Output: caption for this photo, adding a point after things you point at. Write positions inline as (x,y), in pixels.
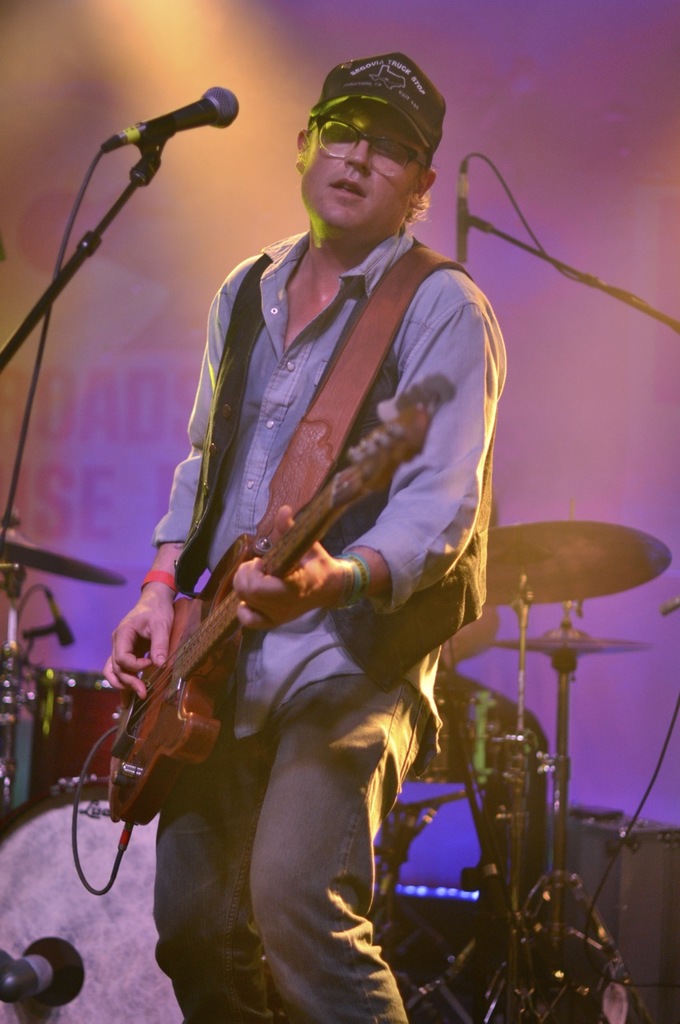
In this picture a guy (274,442) is playing a guitar (177,622) with both of his hand (294,579) and there is a mic (213,114) placed in front of him. In the background (62,900) we observe few musical instruments (520,753) placed on the floor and there is a violet background (434,55).
